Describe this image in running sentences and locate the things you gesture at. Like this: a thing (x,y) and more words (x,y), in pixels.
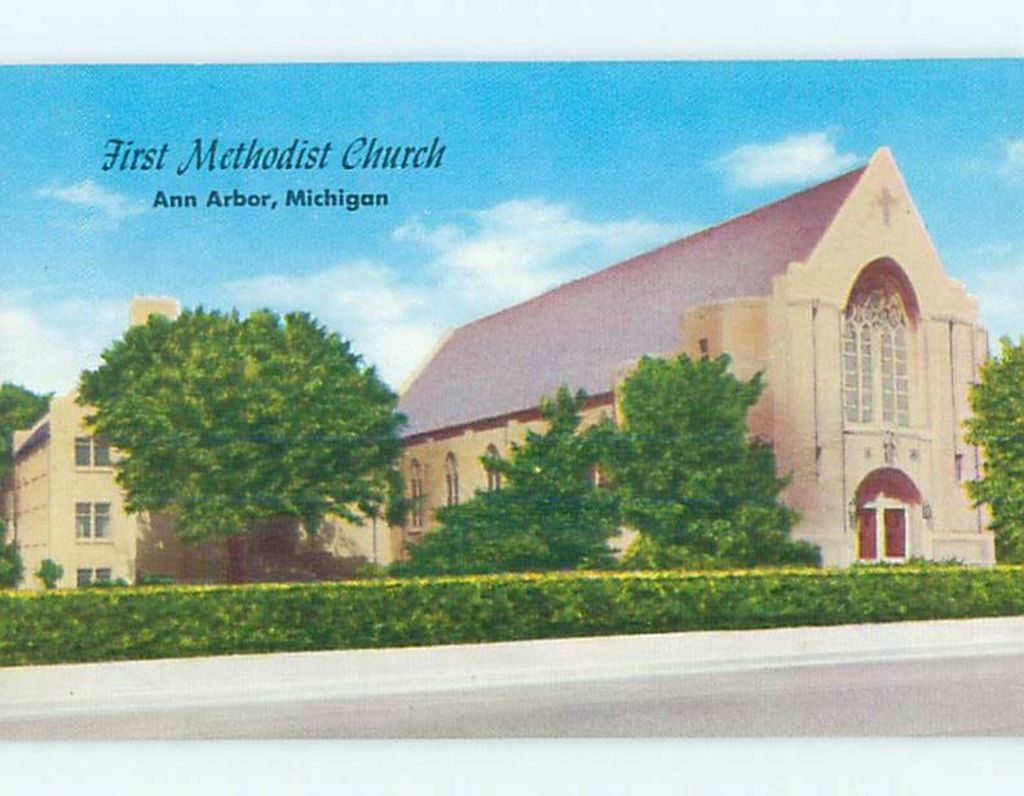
In this image we can see a poster (502,497) with some houses (495,365), trees (656,541), plants (647,599) and a text (299,198) on it. In the background (509,167), we can see the sky (312,187).
